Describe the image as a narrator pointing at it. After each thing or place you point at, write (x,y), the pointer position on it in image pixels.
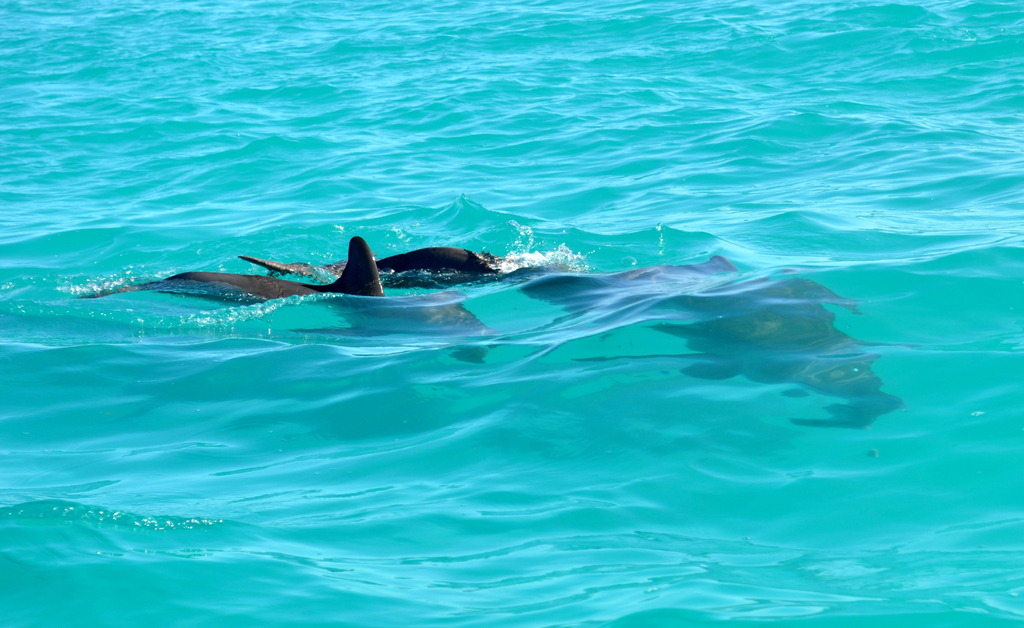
In this image we can see the dolphins (450,320) in a water body (419,356).
